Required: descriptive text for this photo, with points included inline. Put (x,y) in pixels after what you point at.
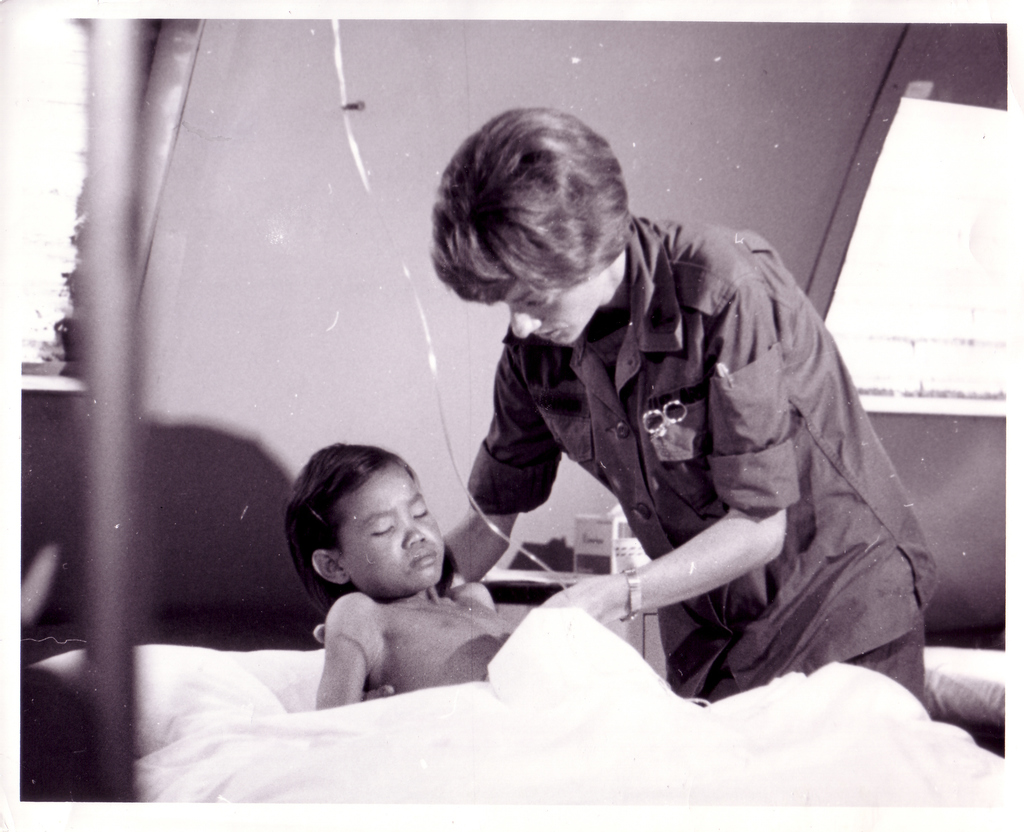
In this picture we can see a woman (511,198) standing and in front of her a child (373,602) lying on a bed (258,749) with a bed sheet (565,636) on her and in the background (823,35) we can see wall (376,167).
